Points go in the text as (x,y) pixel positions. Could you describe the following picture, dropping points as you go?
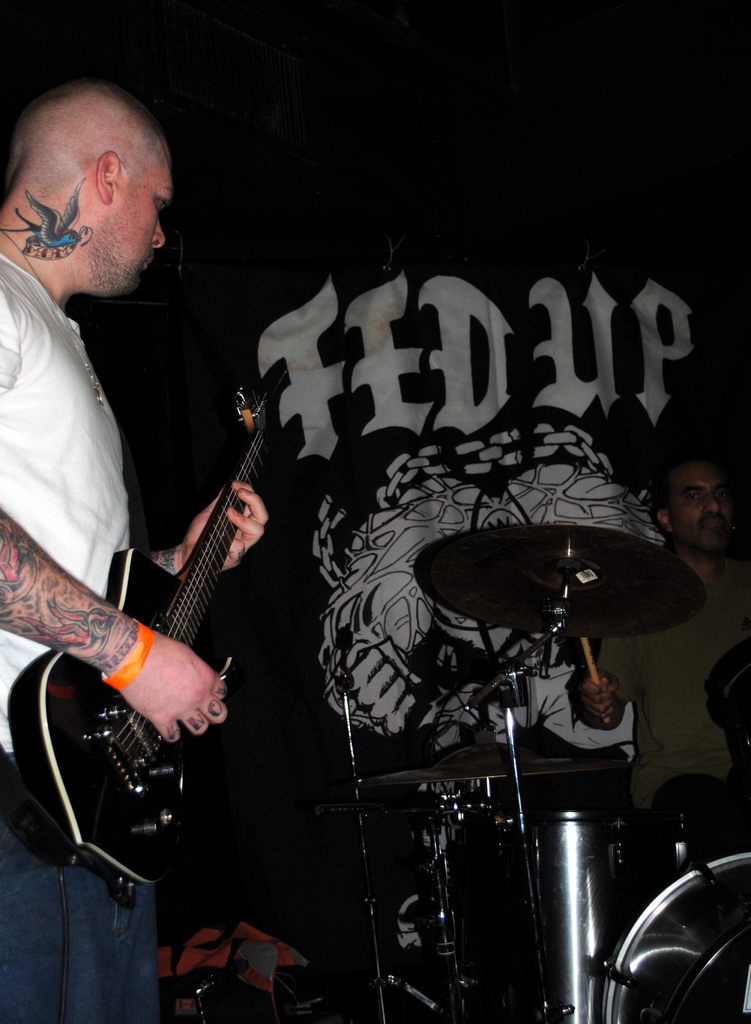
This man (83,403) wore white t-shirt (100,578) and playing guitar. This man (604,697) is sitting and playing these musical instruments (706,951) with stick (590,657).
